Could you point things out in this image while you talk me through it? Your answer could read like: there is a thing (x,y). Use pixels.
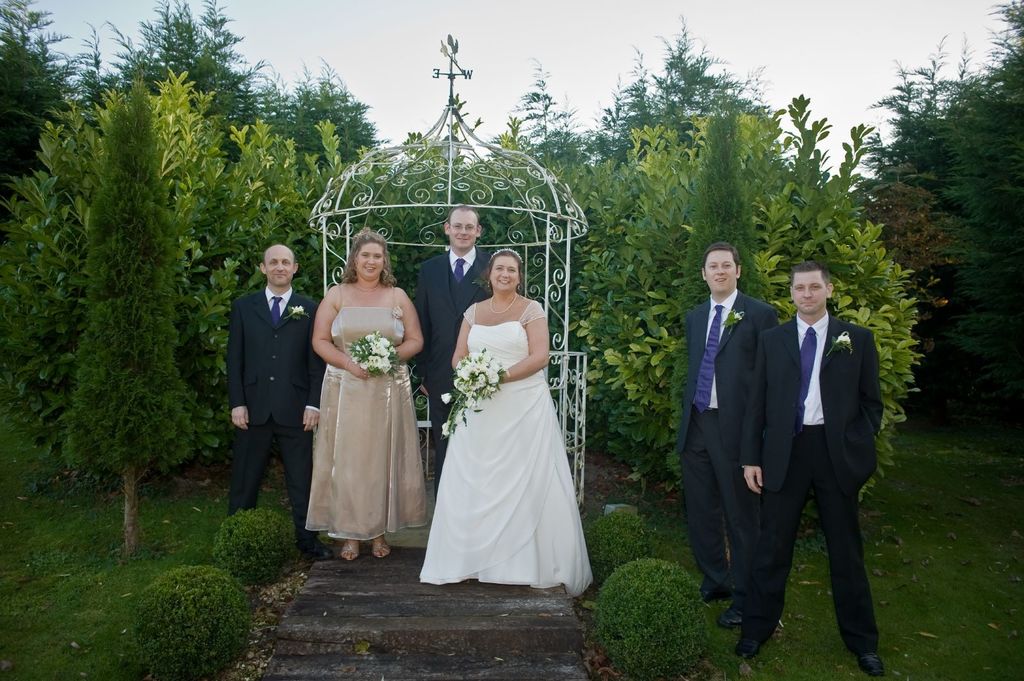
In the center of the image (504,451) we can see people (368,495) standing. The ladies (481,490) standing in the center (358,357) are holding bouquets (477,381) in their hands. In the background (132,394) there is a shed (353,173), trees (308,188) and sky (599,47).
